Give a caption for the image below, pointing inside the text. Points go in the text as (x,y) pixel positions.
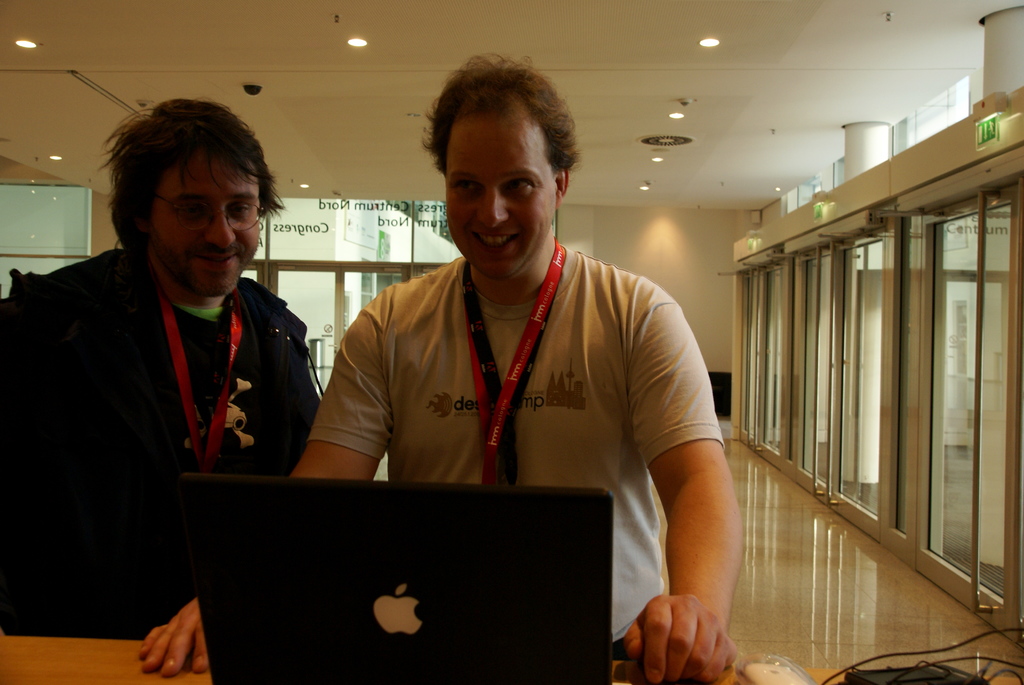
In this image we can see two men (169,394). We can see tags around their necks (502,296). At the bottom of the image (450,657), we can see a laptop (465,650), wires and objects (755,663) on the wooden surface (729,674). In the background (418,233), we can see glass (825,314), wall (698,270) and door (366,287). At the top of the image (27,26), we can see the roof (681,51) and lights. We can see floor (770,499) in the right bottom of the image (856,614).
